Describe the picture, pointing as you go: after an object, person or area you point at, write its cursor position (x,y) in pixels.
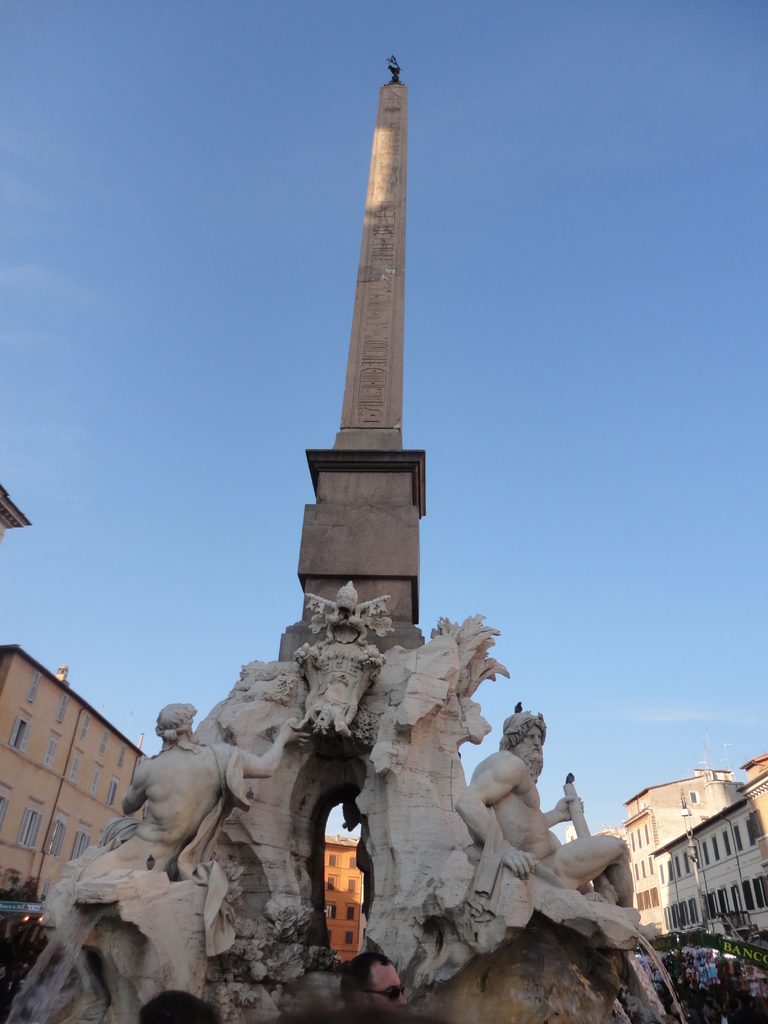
In the center of the image (345,610) there is a tower (361,576). At the bottom (133,1004) we can see sculptures (510,874). In the background (671,875) there are buildings (99,726) and sky (620,504).
